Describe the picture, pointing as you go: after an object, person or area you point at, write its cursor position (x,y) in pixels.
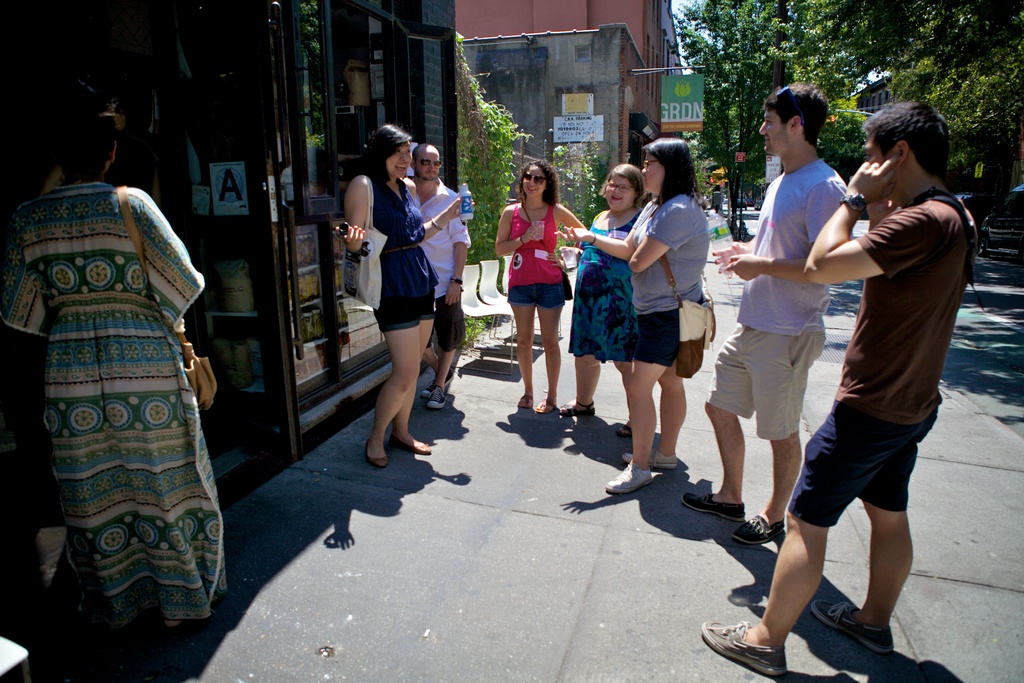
In this image I see few people (877,305) who are on the path (721,314) and I see that this woman (387,183) and this man (818,186) are holding bottles (713,215) in their hands (763,254) and I see that this woman (555,256) is holding a glass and I can also see that these 3 are smiling. In the background (486,93) I see the buildings (620,157) and I see a board (682,82) over here on which there is a logo (690,81) and a word (676,109) written and I see the road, a car (991,222) over here, trees (728,7) and the sky (678,16).
